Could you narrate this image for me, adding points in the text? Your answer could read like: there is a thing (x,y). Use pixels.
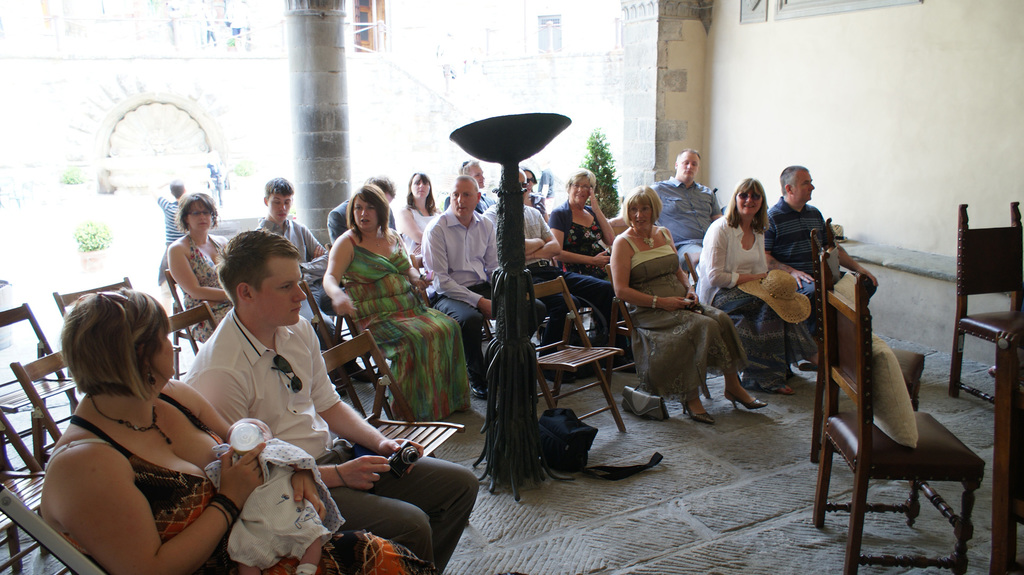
In this image I can see there are few persons (288,251) sitting on chairs (399,424) and I can see two chairs (980,325) on the right side (998,270), in the middle (519,202) I can see a pole (508,134) and a bag (567,472) on the floor (569,494), in the foreground (238,478) I can see a woman (221,475) holding a baby (293,490) and bottle (247,427) and beside the woman (197,432) I can see a man (378,452) holding a camera (416,456) and at the top (303,95) I can see the beam (309,93) and on the right side (848,48) I can see the wall (883,53) and I can see a building (372,56) and a person (171,215) and flowerpot (88,236) visible in the background (94,251).
